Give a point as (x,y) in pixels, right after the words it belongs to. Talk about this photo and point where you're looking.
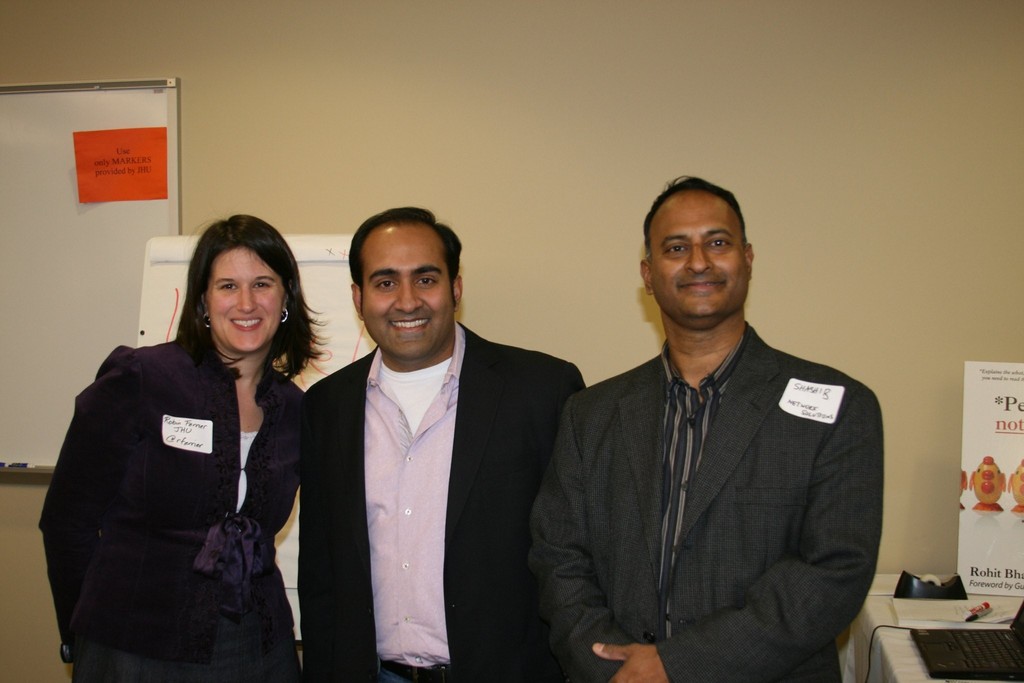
In this picture I can see three persons (375,360) standing and smiling, there is a laptop (986,632), book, pen (985,605), board (1004,568) and a scotch tape dispenser (952,579) on the table (881,652), there are boards (344,290), and in the background (515,139) there is a wall (592,135).
